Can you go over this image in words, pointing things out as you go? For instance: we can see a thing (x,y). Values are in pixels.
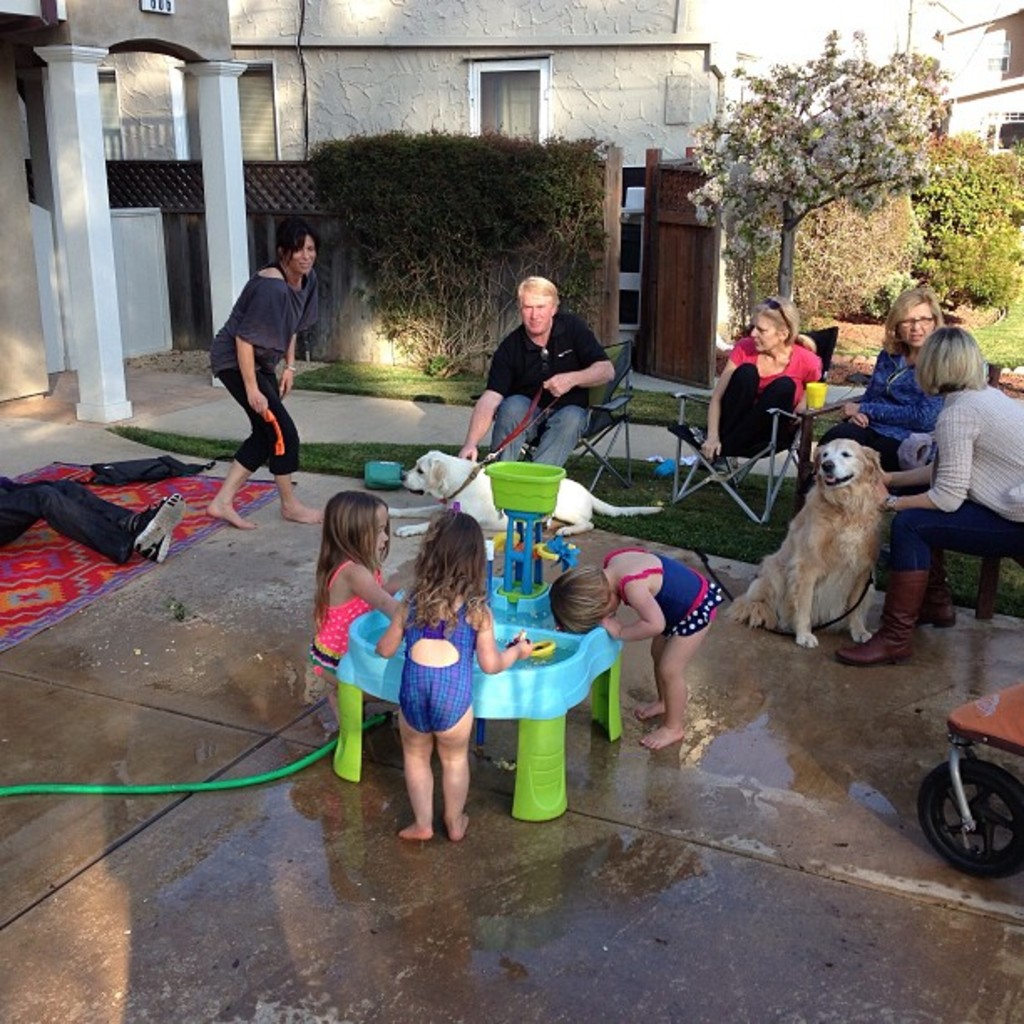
As we can see in the image there is a building (362,77), trees (835,183), few people (1005,400) standing and sitting here and there. On the left side (20,549) there is a red color mat (76,552). On the right side (837,480) there is a golden color dog (828,544) and there is a table (537,660) over here and the man (544,390) who is sitting here is holding white color dog (464,493).
